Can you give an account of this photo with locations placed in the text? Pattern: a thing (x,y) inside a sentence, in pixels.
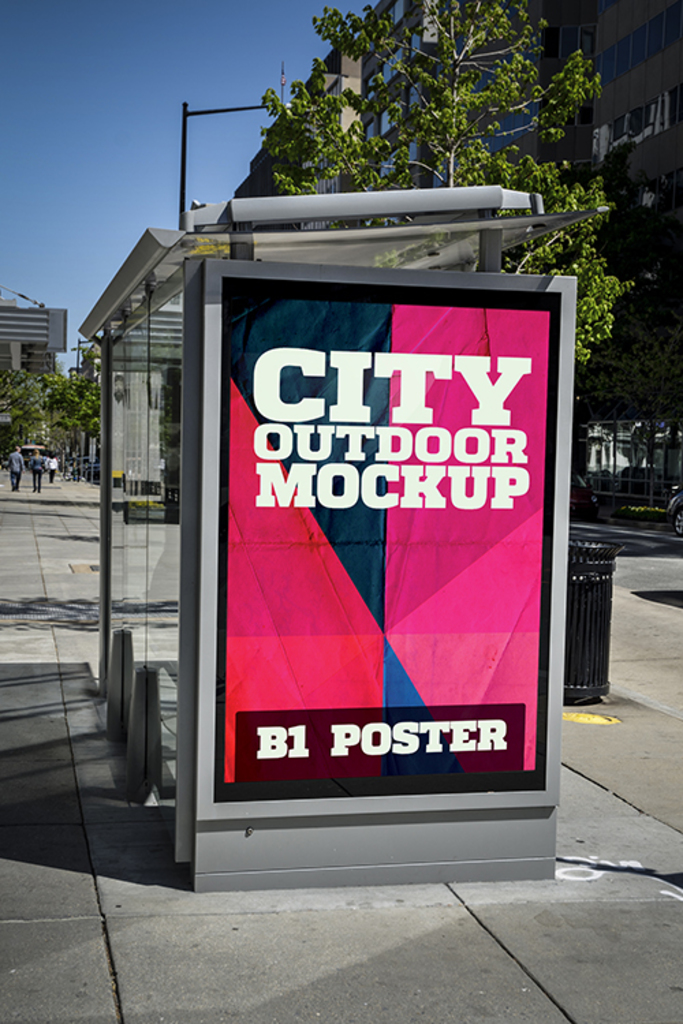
The image is taken on the streets (12,941). In the foreground of the picture (375,700) it looks like a bus stop (536,433), on the footpath (532,945). On right (593,609) there is a dustbin (608,560). In the center of the picture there are trees (52,407), streetlight (185,163) and buildings (603,114). At the top (115,106) it is sky (151,85).
